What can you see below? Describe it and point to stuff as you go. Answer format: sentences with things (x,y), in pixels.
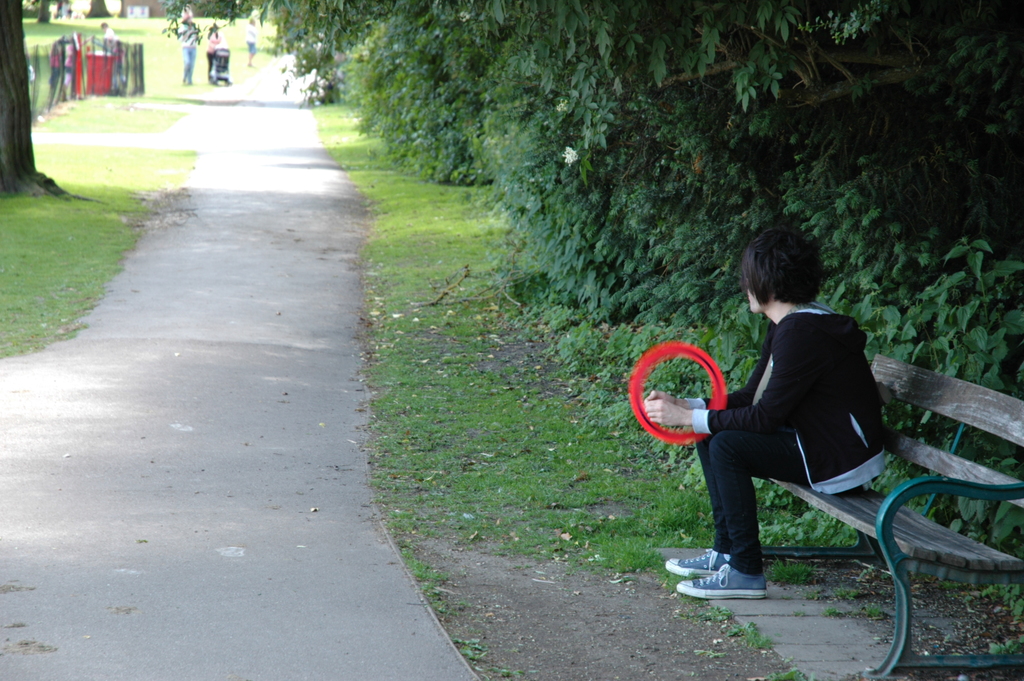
In the picture I can see a woman (825,400) sitting on the wooden bench (859,517) and she is holding a red color object (690,345) in her hands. There are trees (458,38) on the right side (858,218). I can see the trunk (22,59) of a tree (4,152) on the top left side (13,138). In the background (183,18), I can see a few people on the side of the walkway (287,66).
